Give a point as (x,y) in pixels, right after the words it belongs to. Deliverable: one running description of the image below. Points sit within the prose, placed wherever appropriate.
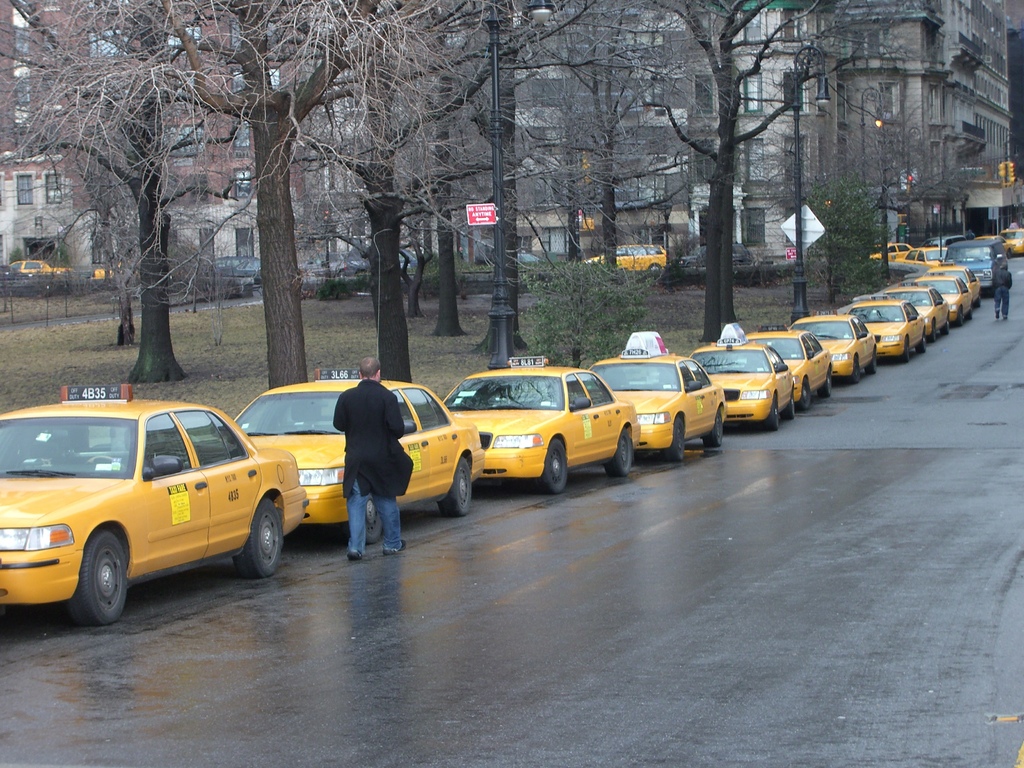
In the image, there are many cars (511,424) parked beside the road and beside the cabs (56,547) there are many trees (399,328) and grass (248,324) and behind the trees (470,160) there are big buildings (574,96) and some cars (245,259).
